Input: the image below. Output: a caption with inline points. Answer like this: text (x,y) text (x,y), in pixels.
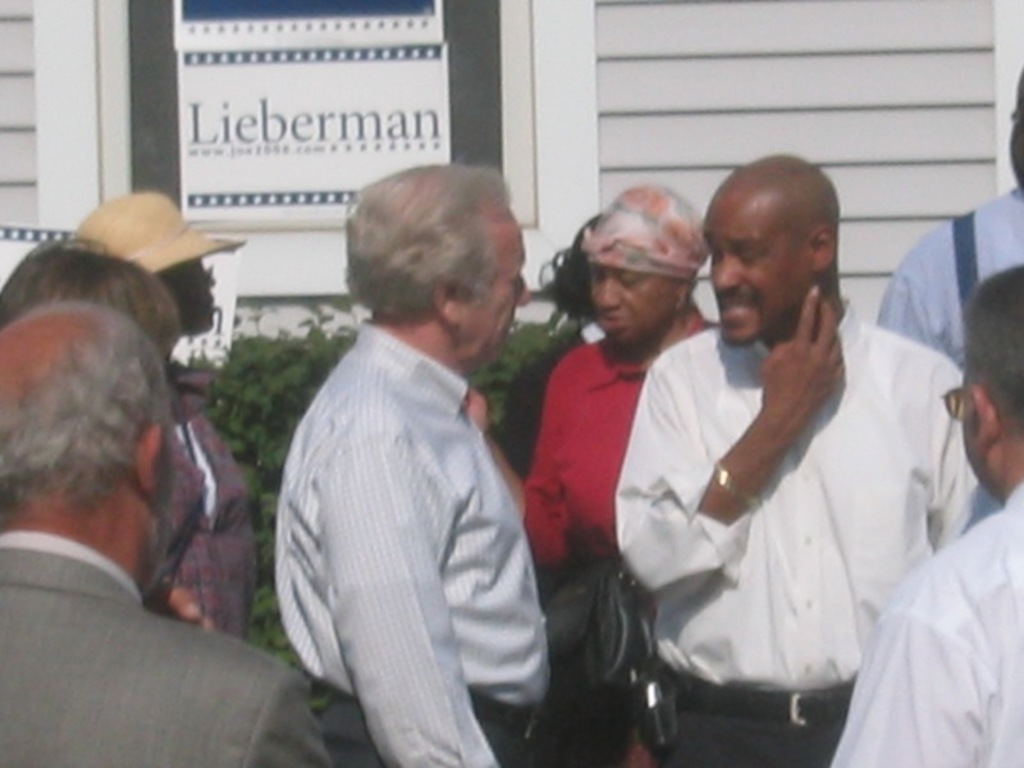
In this image I can see in the middle (506,500) a man (482,605) is standing, he wore shirt (431,564), trouser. On the right side (789,395) a man (795,377) is talking. Behind him there is a woman (545,440), she wore a red color t-shirt (620,427) and there are plants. Behind them it looks like a wooden house (657,99). There is a glass window (469,9), on that there is a sheet (328,121) with name (325,123) on it.
